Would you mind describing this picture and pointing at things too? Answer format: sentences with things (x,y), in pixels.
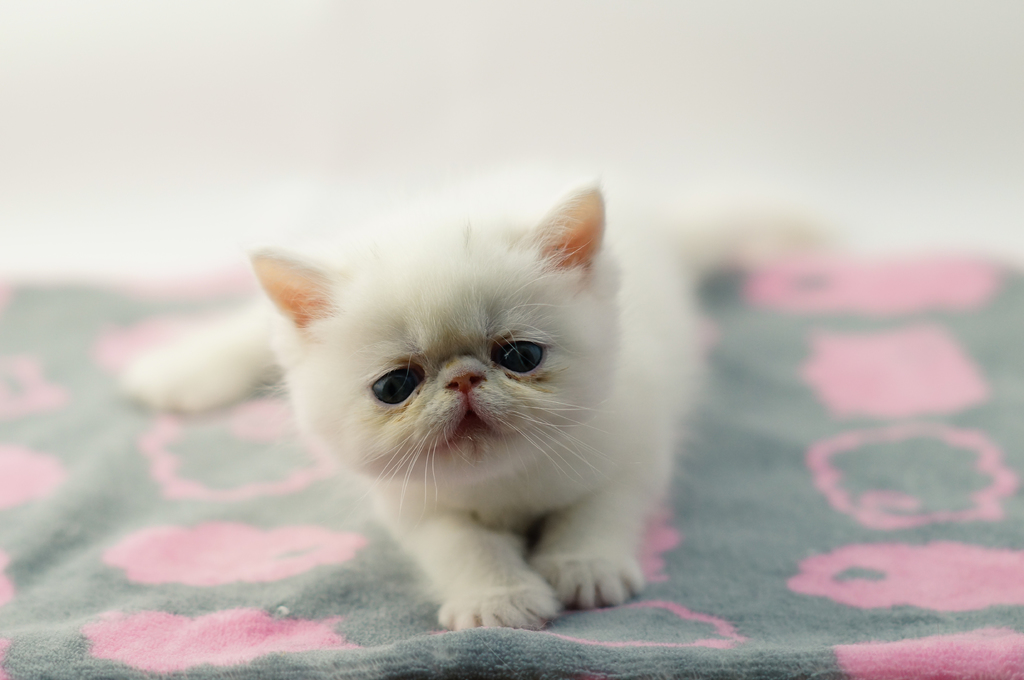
In this image I can see a white kitten (590,448) on a bed sheet (866,487). The background (169,143) is blurred.
